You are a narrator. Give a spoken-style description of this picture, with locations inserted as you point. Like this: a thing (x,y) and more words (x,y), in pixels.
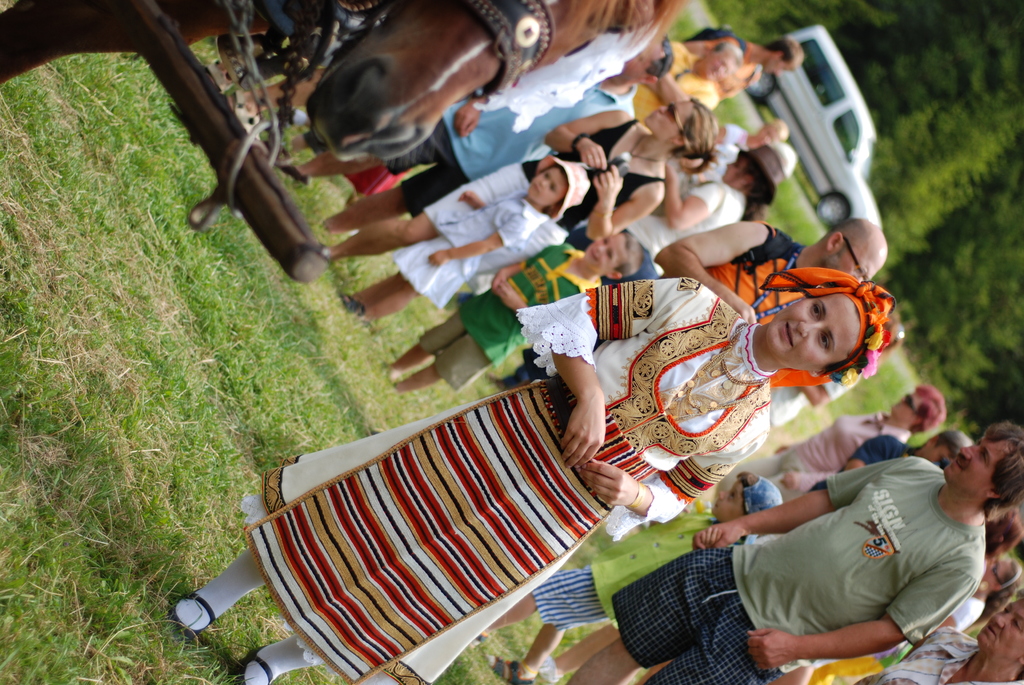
In this image there are a group of people (735,329) standing, and also there are some children (542,253). At the top of the image (203,58) there is one horse (420,45) who is carrying a pole (279,197) and some chains (279,134), and in the background (844,143) there is one vehicle (869,190) and some trees (983,172). At the bottom (124,477) there is grass (250,446).
